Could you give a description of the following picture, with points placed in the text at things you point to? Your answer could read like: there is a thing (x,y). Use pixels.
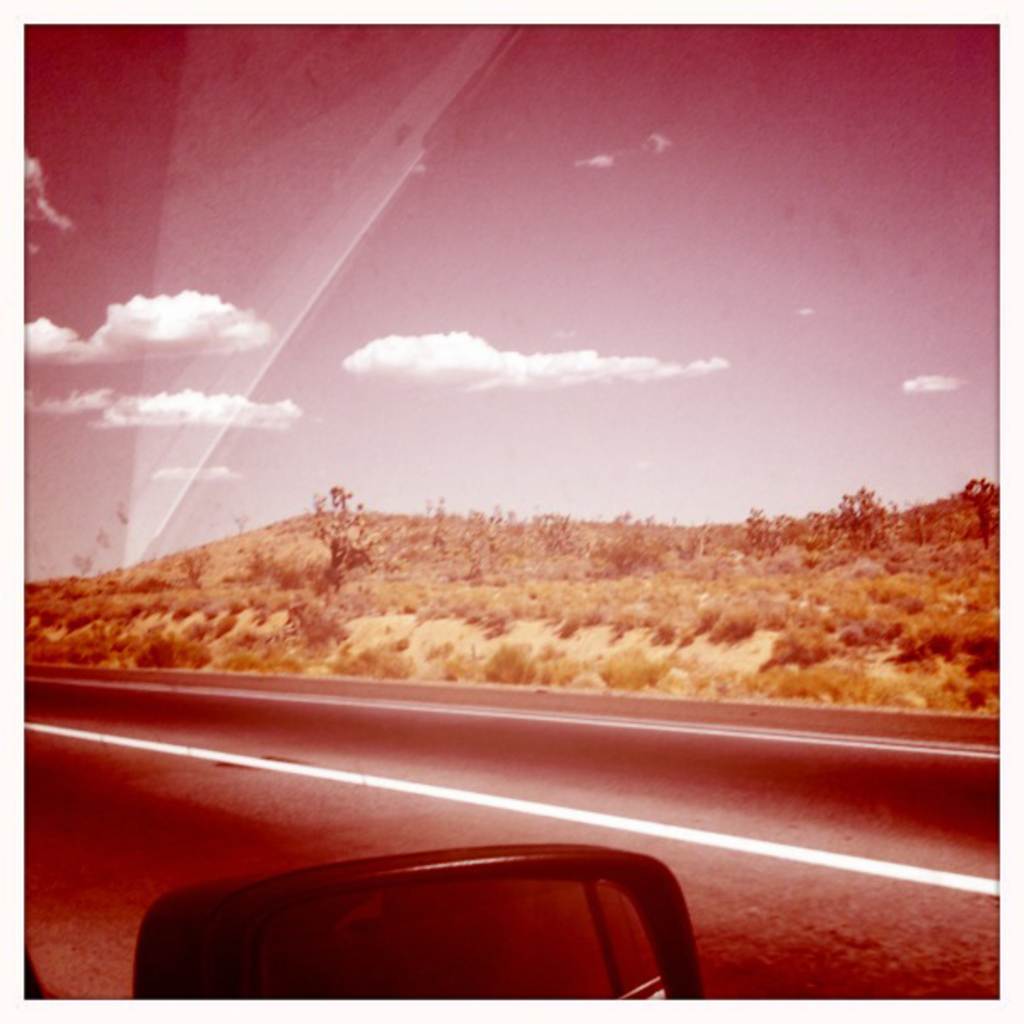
In this image I can see few trees (530,657) in brown color and the sky (772,270) is in pink color. In front (582,923) I can see the vehicle mirror (481,905).
